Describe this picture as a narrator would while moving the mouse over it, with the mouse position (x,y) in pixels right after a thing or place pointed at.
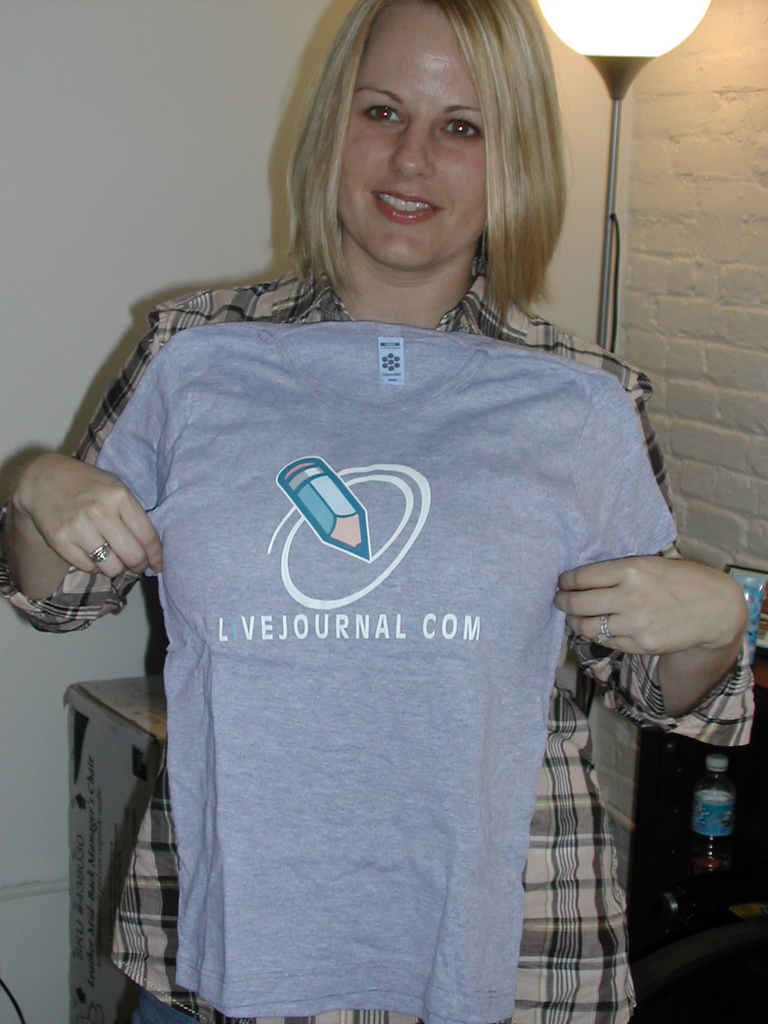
This is the picture of a room (402,519). In this image there is a woman (521,194) standing and smiling and she is holding the t-shirt (365,663). At the back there is a light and there is a bottle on the table (647,749) and at the back (5,974) there is a cardboard box (158,742) and wall (98,320).
